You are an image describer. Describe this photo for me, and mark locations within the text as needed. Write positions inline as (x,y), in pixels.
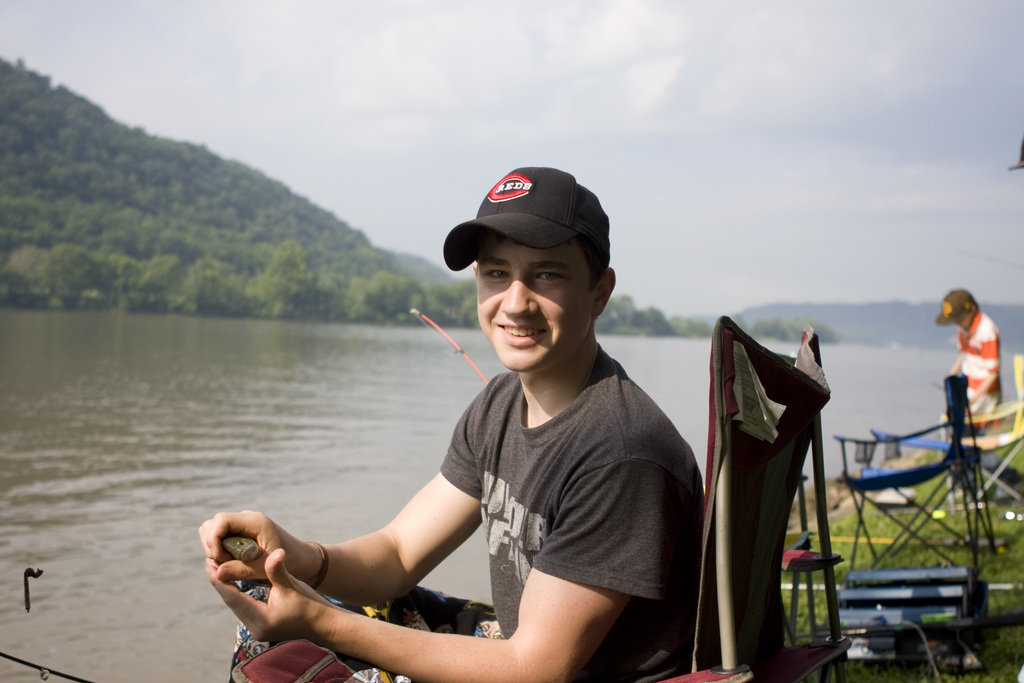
As we can see in the image there are trees (157,208), sky (696,47), water (243,437) and a boy (576,427) sitting over here.
